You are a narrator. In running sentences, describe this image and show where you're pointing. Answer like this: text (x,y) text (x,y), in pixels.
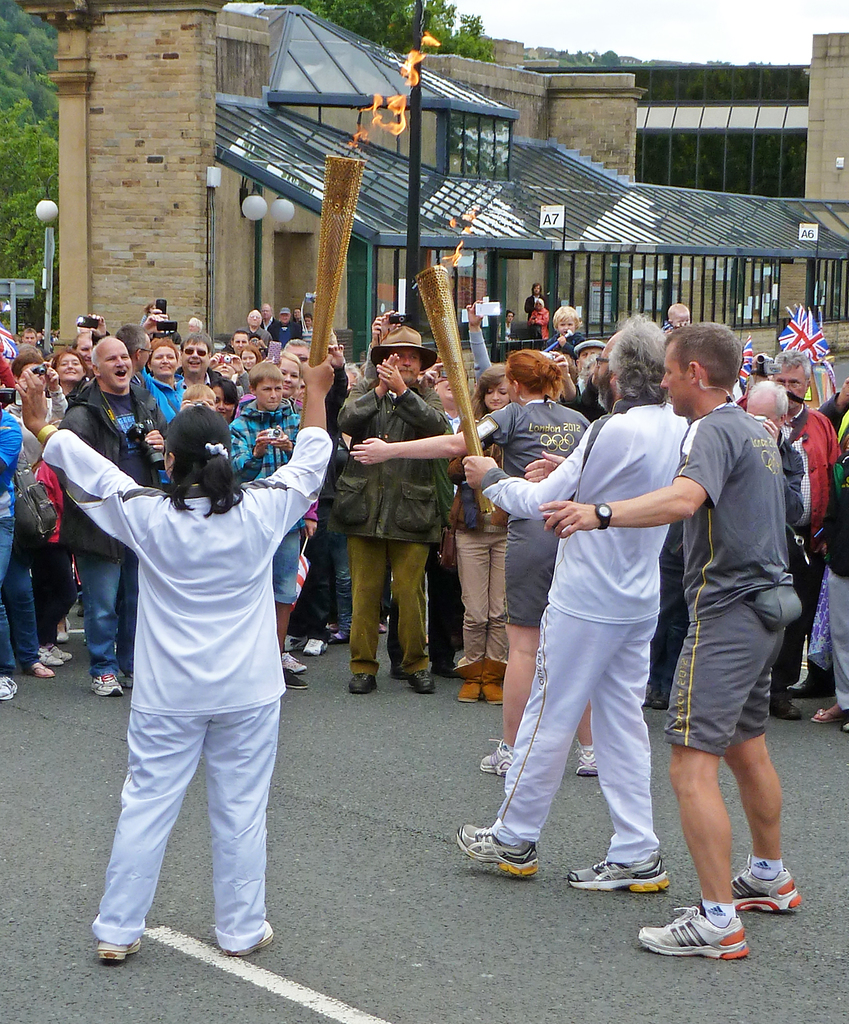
In this picture there are group of people (474,477) standing. In the foreground (624,392) there are two persons (624,392) standing and holding the objects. At the back (388,225) there is a building (379,129) and there are poles (47,259) and trees (32,259). At the top (492,34) there is sky (646,24). At the bottom (286,831) there is a road (472,974). At the back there are flags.
